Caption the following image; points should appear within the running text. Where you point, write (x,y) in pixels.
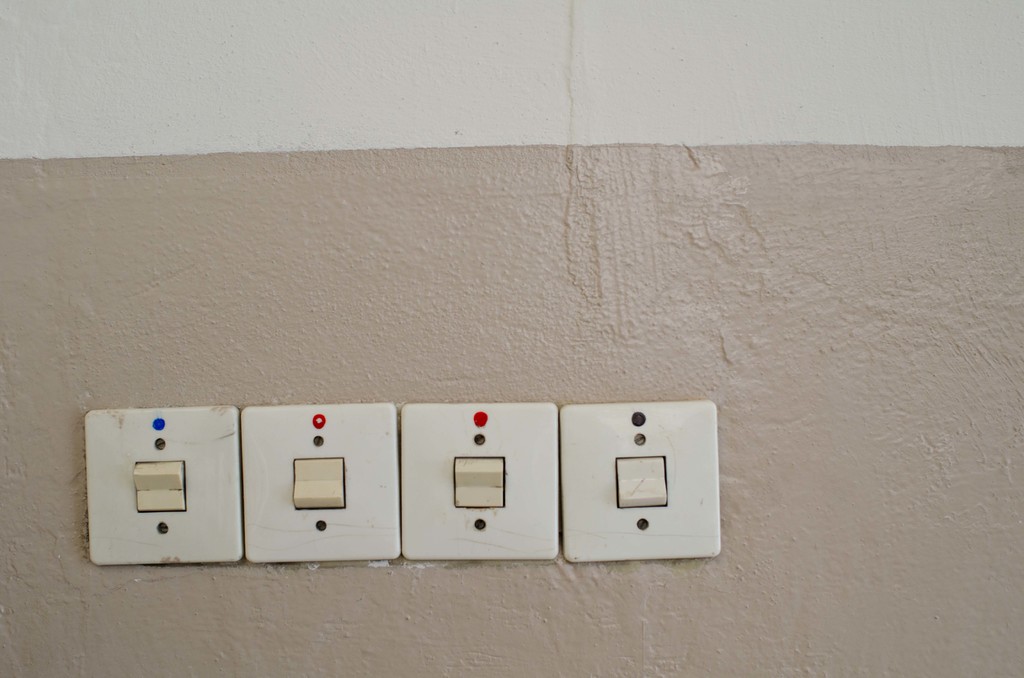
There are 4 switches (359,459) on a wall (550,318).
